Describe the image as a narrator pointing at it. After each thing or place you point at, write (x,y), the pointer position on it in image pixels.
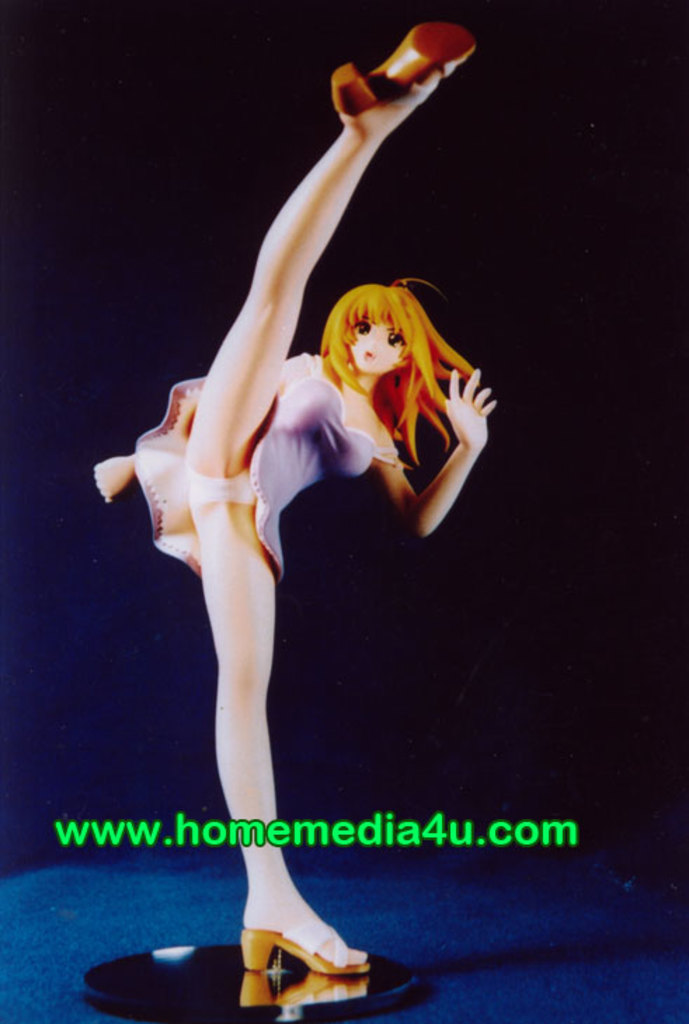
In this picture we can see a toy (233,707) on an object (226,955) and the object (226,955) is on the surface (98,935). Behind the toy (237,382), there's a dark background (603,486). On the image, there is a watermark (453,835).
